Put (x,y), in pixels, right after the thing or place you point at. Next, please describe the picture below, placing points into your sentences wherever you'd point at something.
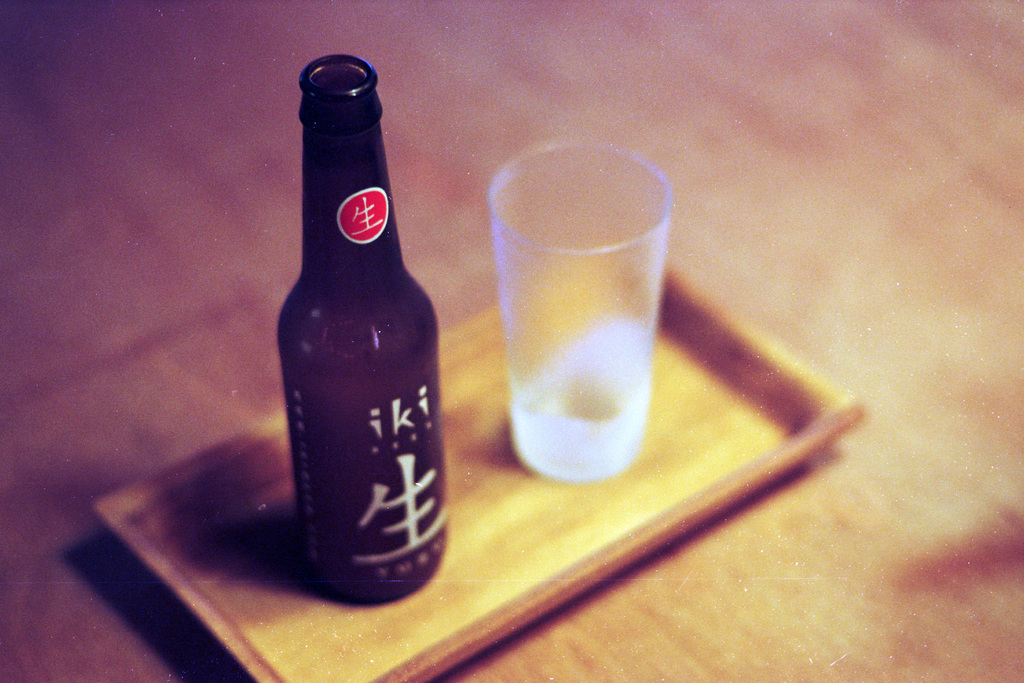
In this image, we can see a beer bottle (404,395) and a glass (569,381) kept in a tray (570,586).
